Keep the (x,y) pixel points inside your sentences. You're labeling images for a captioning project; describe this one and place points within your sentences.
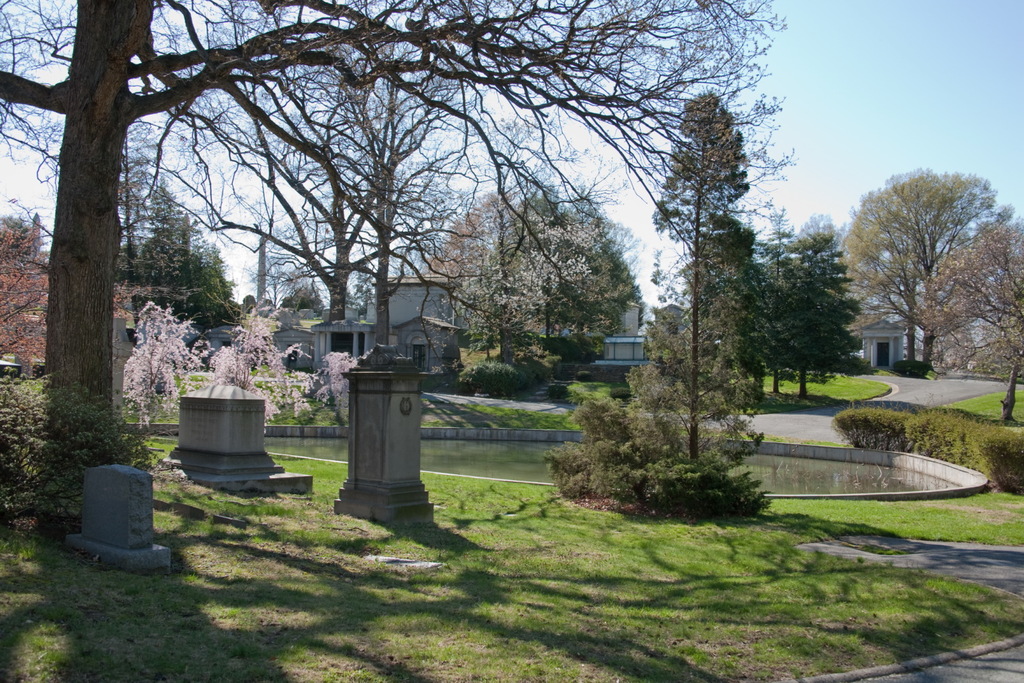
In this image I can see number of trees (217,278), few stones (395,401), grass (481,574), shadows (164,633), few buildings (344,339) and the sky (879,76) in the background (879,76).
